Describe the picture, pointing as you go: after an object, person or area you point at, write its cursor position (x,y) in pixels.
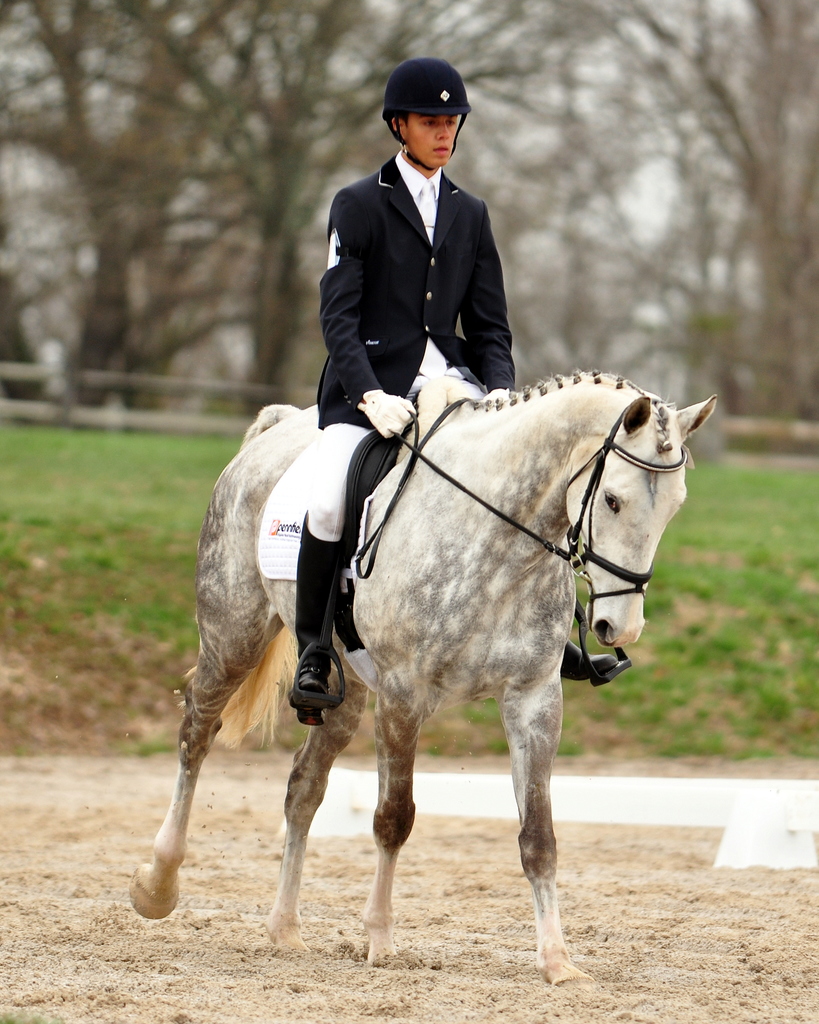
In the image we can see there is a horse (526,542) which is moving on the ground (226,881) and the man (408,391) is sitting on the horse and a man (370,342) is wearing black colour jacket (412,223), black colour helmet (407,106) and black colour boots (321,657). At the back (249,217) there are trees (270,204) and the image is little blurry.
